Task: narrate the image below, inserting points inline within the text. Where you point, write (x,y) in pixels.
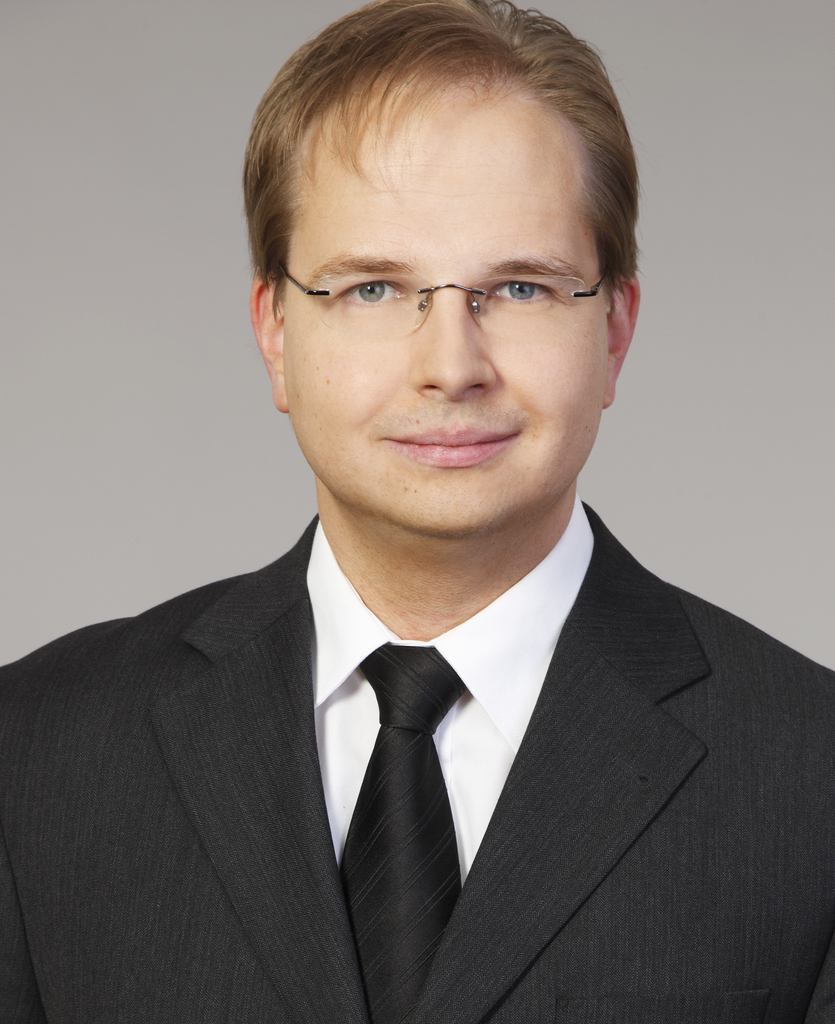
In this image we can see a man (378,437), he is wearing the black color suit (200,726), he is wearing the glasses (376,298).
